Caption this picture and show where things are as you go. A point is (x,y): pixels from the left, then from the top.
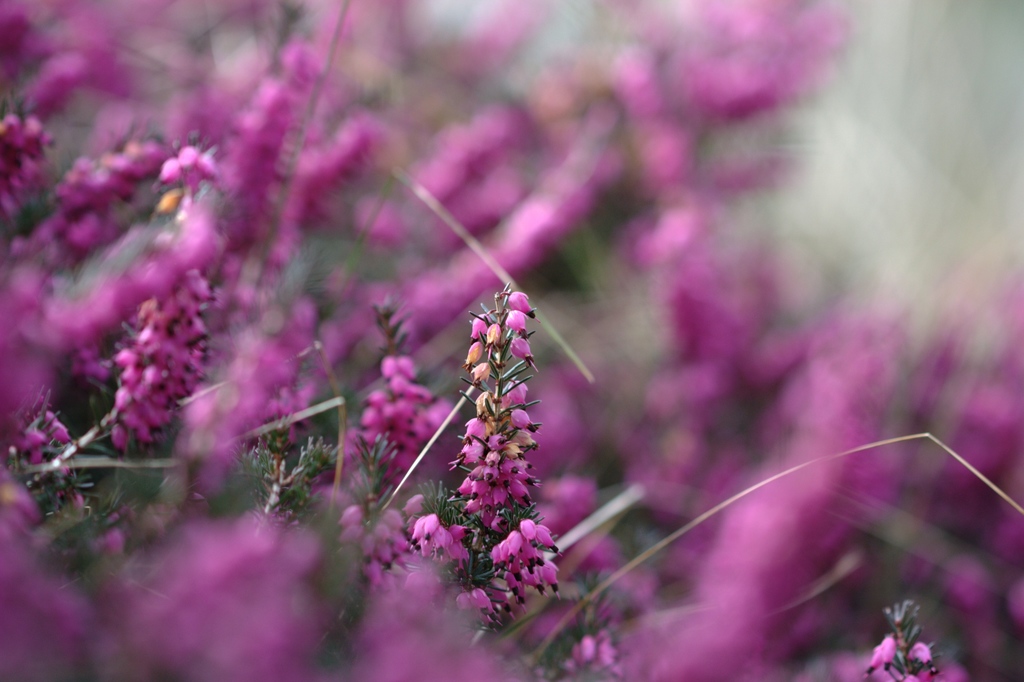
There are beautiful purple plants (134,188), among them only one of the plant (470,459) is highlighted in the image.
